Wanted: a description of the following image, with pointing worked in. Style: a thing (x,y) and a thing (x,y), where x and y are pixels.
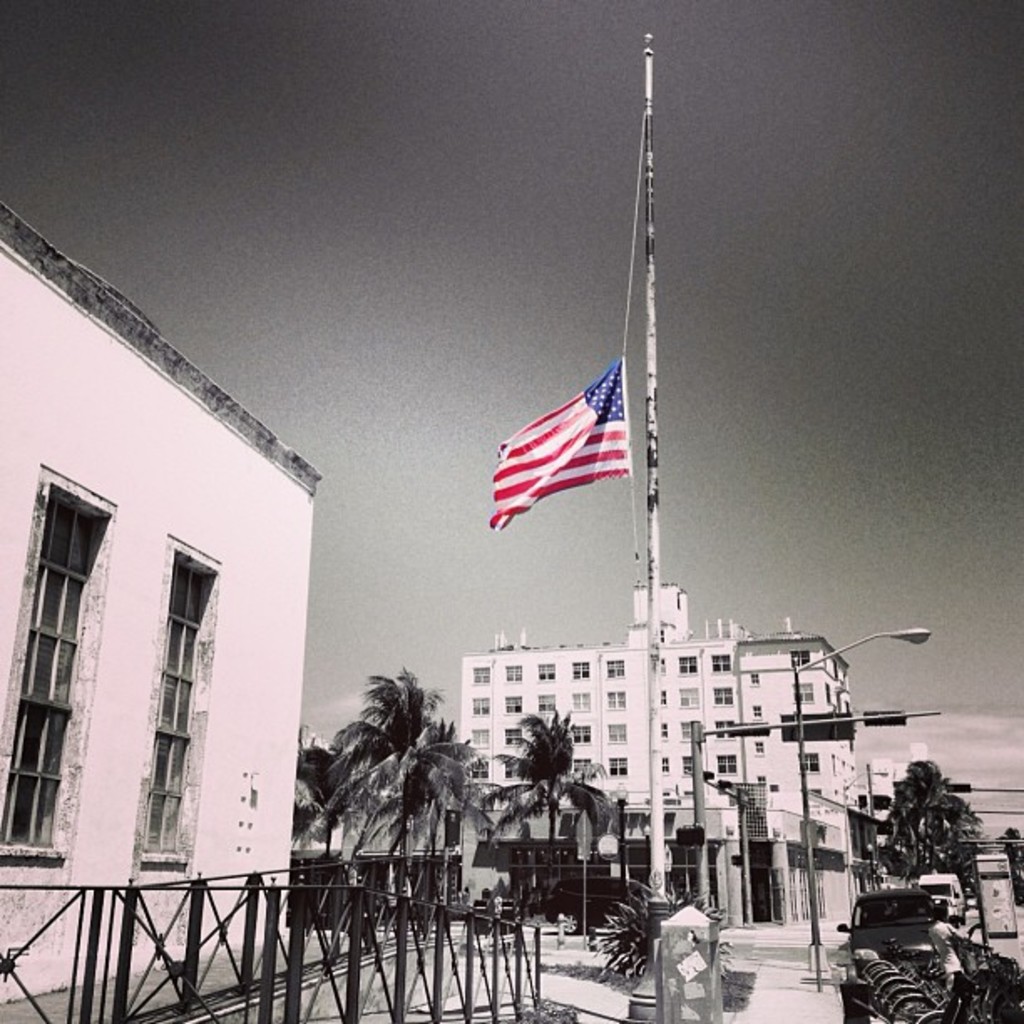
In this image I can see few trees (321,760), light poles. Background (602,690) I can see few buildings (484,671), a flag (584,459) in white, red and blue color and I can also see sky (532,132) in gray color.
